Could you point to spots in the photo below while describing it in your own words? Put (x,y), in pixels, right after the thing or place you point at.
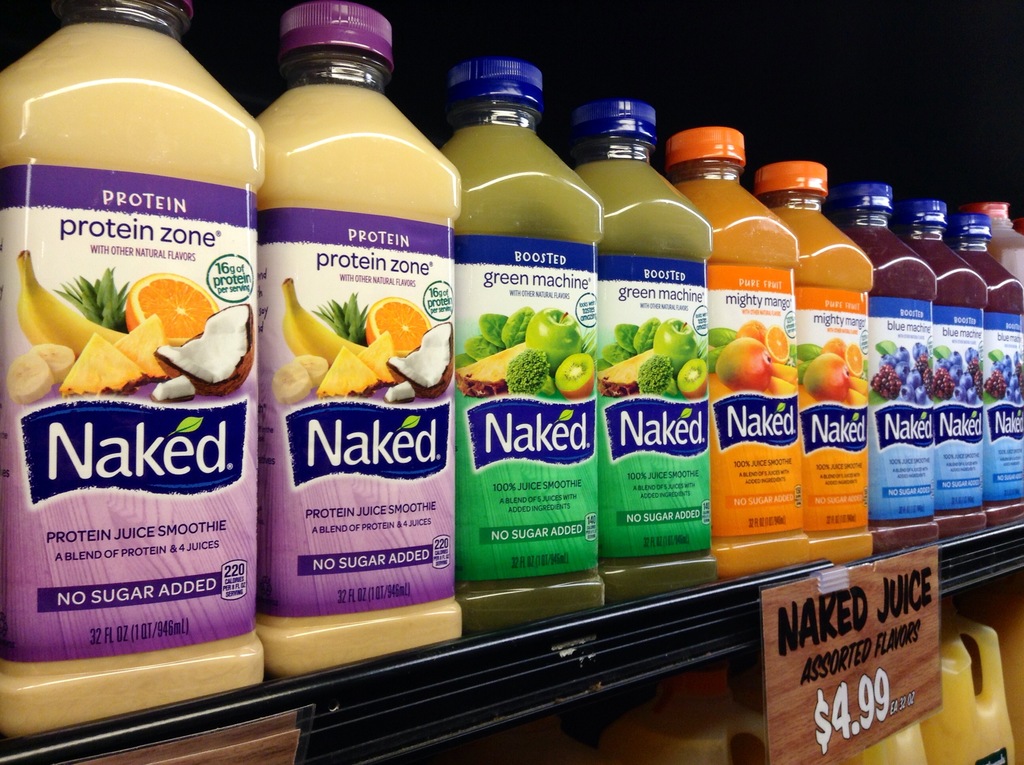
In this image I can see few bottles (595,533) on the rack (473,681). They are in multicolor. I can see the brown color board (836,640) and background (786,37) is in black color.
